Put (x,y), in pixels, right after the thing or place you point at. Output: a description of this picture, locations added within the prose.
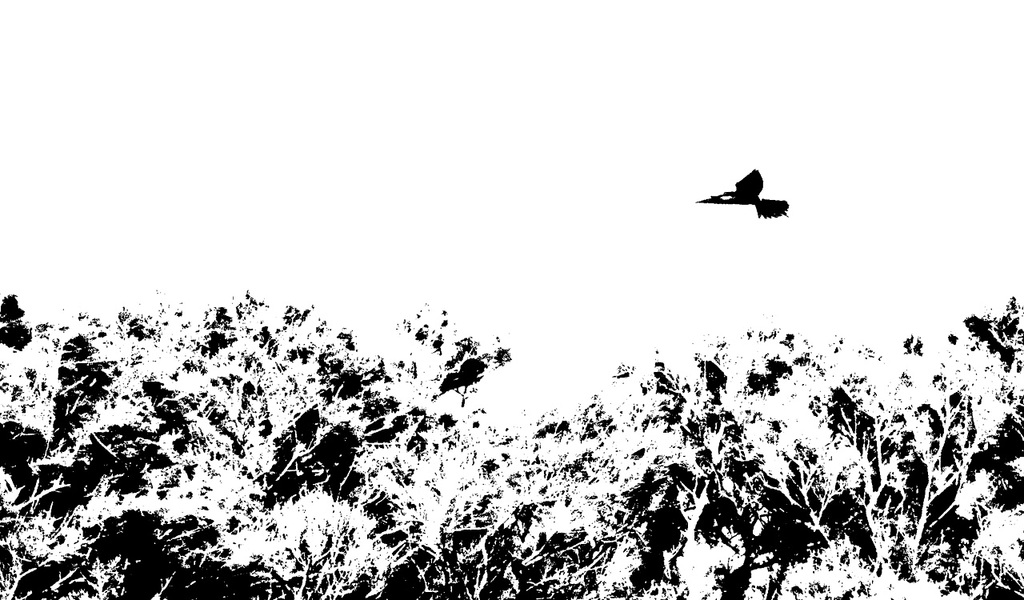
This might be an edited image in this image, at the bottom (570,438) there are some trees (190,354) and in the center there is one bird (757,198) flying.
